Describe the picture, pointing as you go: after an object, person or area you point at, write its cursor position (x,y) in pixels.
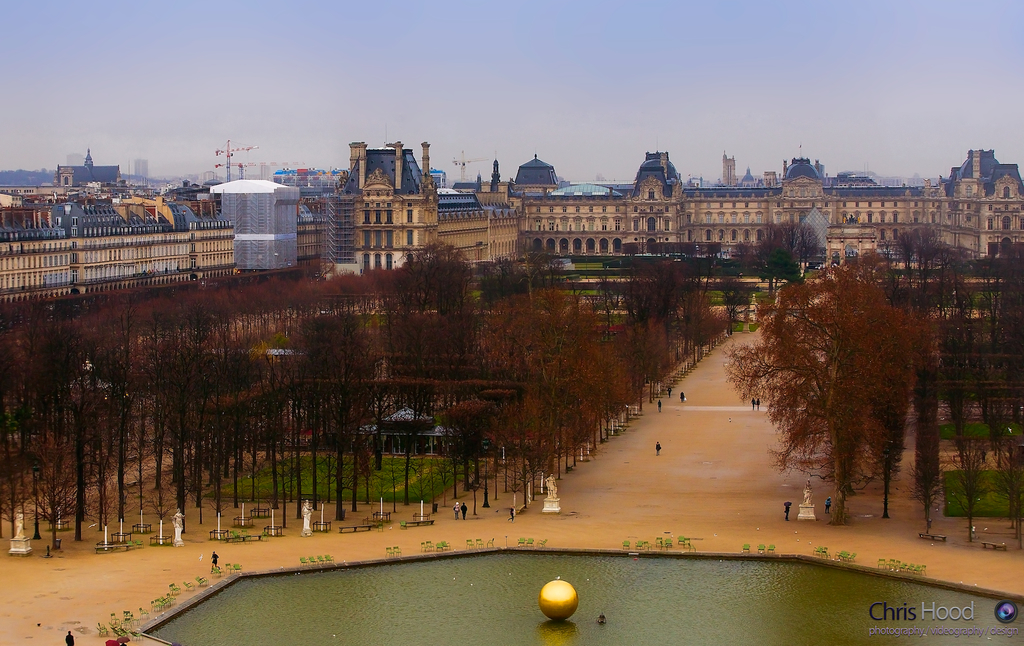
In this image in the center (505,218) there are some buildings (508,218), towers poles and in the foreground (476,405) there are some trees (532,451) and some persons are walking on a walkway (681,500). At the bottom (580,569) there is a fountain (335,603), and at the top of the image (242,122) there is sky (308,60).
